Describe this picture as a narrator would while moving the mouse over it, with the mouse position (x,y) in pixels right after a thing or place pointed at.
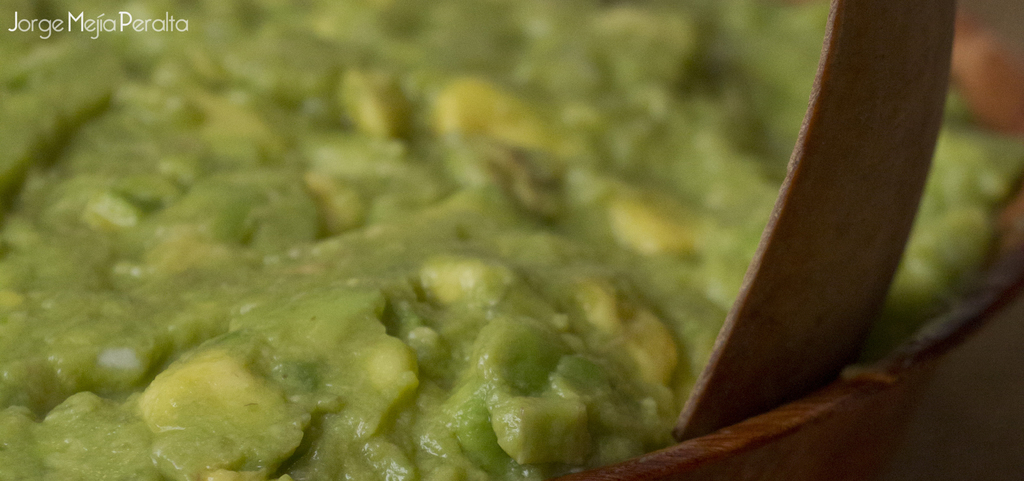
There is a food item (530,246) in the container (776,427).
